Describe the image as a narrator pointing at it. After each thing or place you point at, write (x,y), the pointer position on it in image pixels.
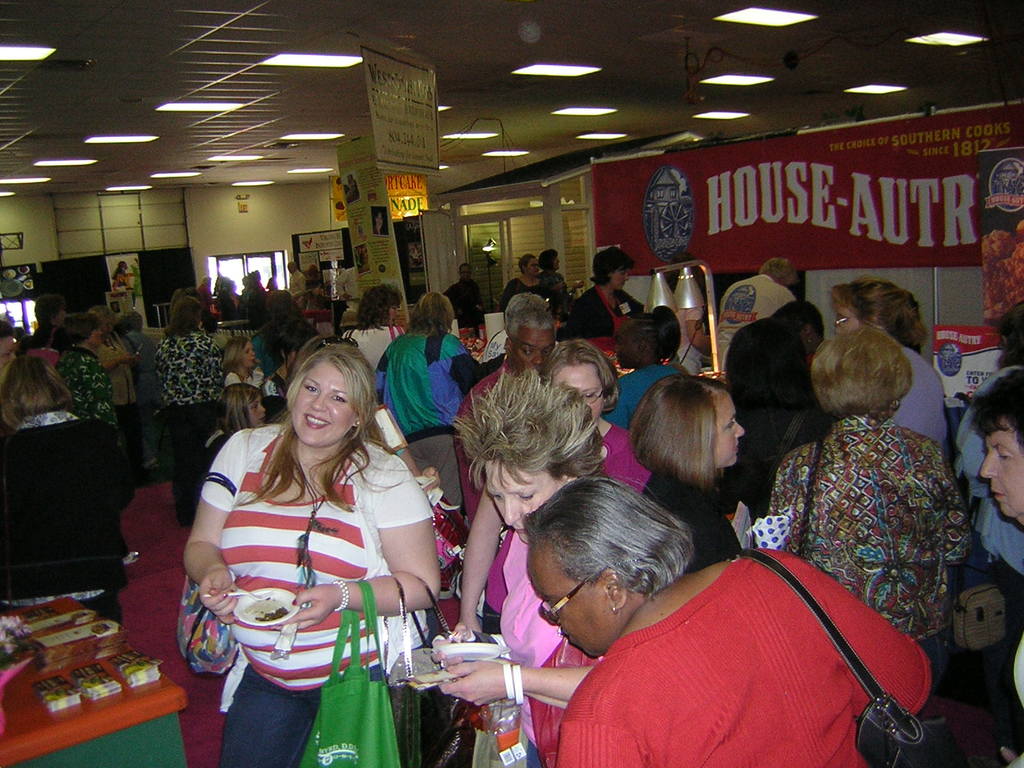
In this picture we can see some people (295,419) standing, a woman (317,557) in the front (393,628) is holding a spoon (264,597) and a cup (280,599), she is carrying three bags (364,713), on the left side (72,716) there is a table (118,700), we can see some things (70,688) present on the table (59,726), on the right side (872,243) there is a hoarding (864,253), we can see some boards (367,236) in the background (370,249), there are some lights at the top of the picture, in the background (221,235) there is a wall (243,243).
